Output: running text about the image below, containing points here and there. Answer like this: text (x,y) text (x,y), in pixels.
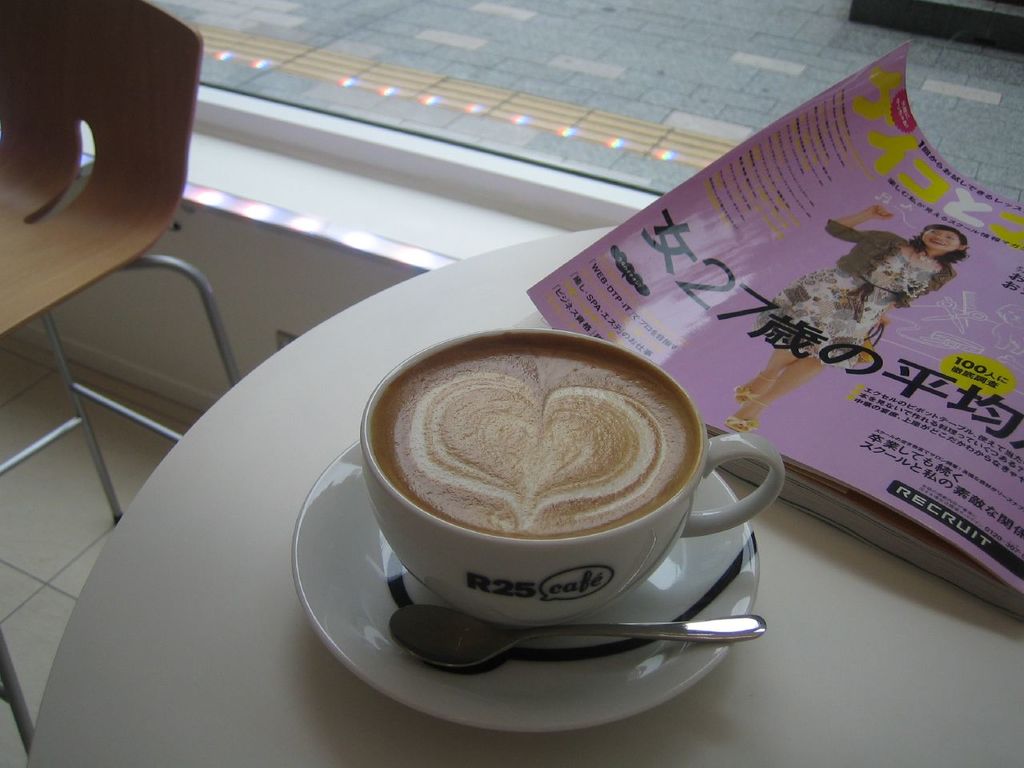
In this image there is a coffee cup (546,489), spoon (587,630) and book (729,304) on the table (765,675).
